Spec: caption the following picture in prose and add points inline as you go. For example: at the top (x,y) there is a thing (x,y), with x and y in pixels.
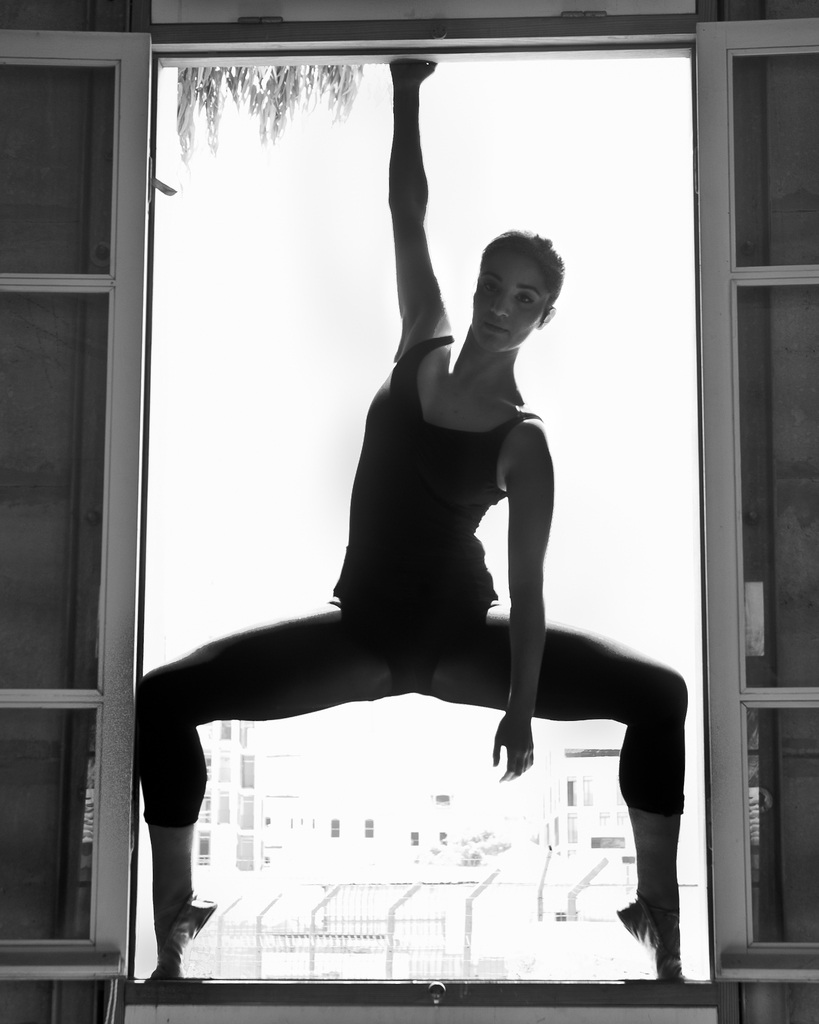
This is a black and white image. A girl (567,636) is present. There are buildings (585,840) at the back (577,861).
